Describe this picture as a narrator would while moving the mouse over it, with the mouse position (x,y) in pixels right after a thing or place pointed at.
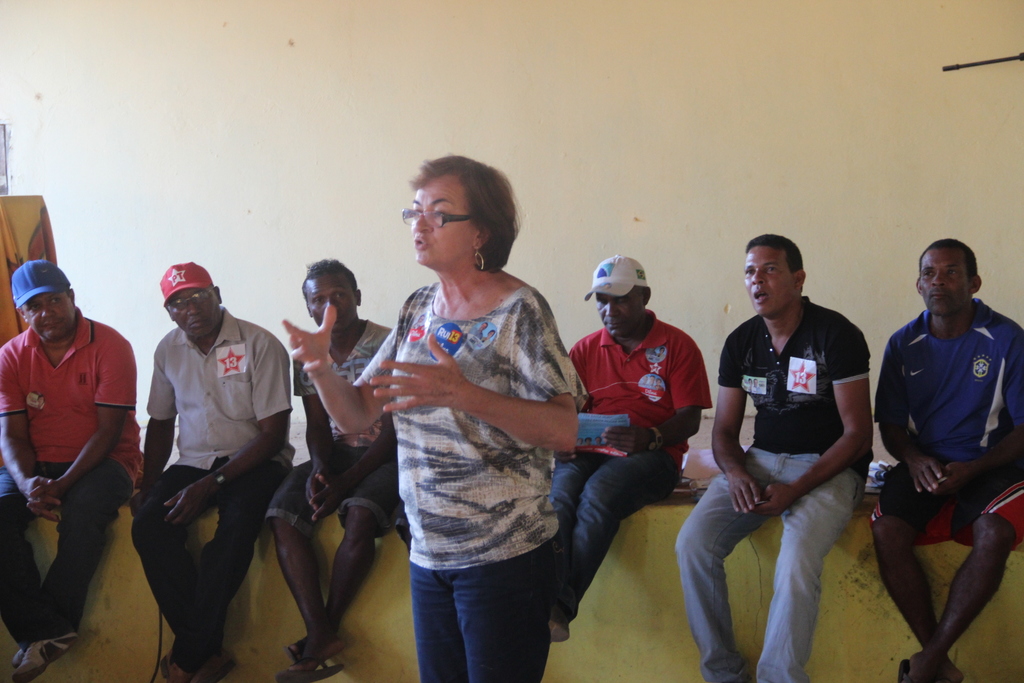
In this picture we can see a woman (482,482), at the back of her we can see people (245,536) sitting on the platform (634,570) and in the background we can see a wall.
